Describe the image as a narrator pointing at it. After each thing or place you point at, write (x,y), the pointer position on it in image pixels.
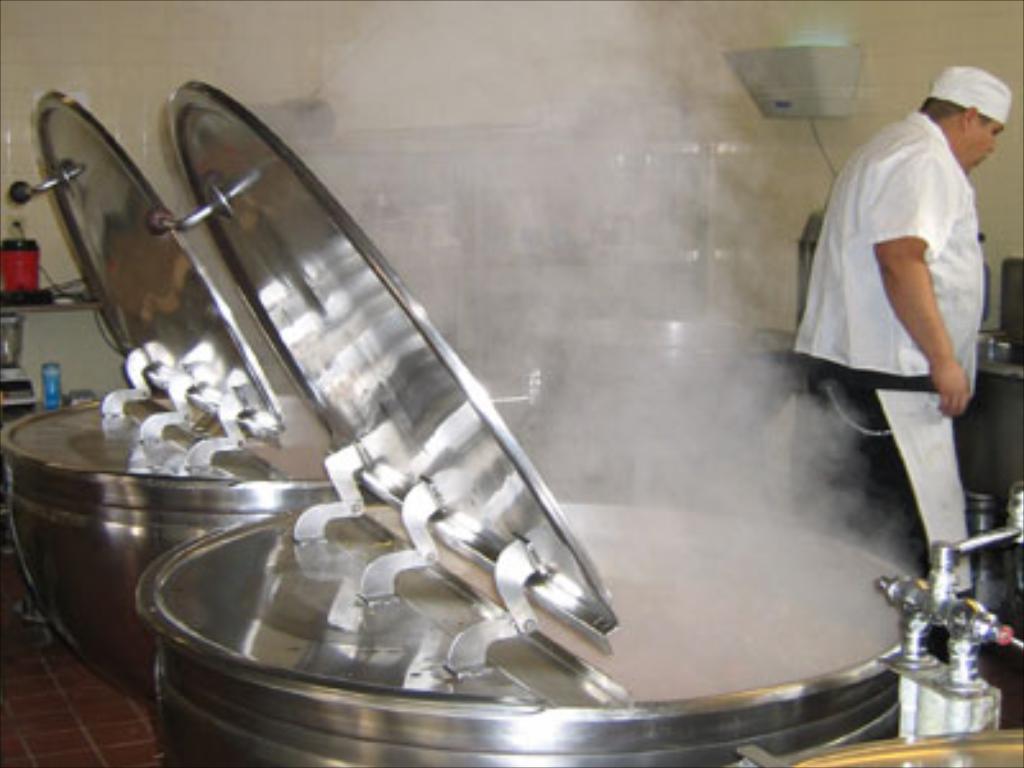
On the left side of the image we can see one table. On the table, we can see containers (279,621) and a few other objects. In the background (448,206) there is a wall (1004,246), tables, jars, containers (1022,297), smoke (625,299), one person (817,330) standing and a few other objects (19,385).
